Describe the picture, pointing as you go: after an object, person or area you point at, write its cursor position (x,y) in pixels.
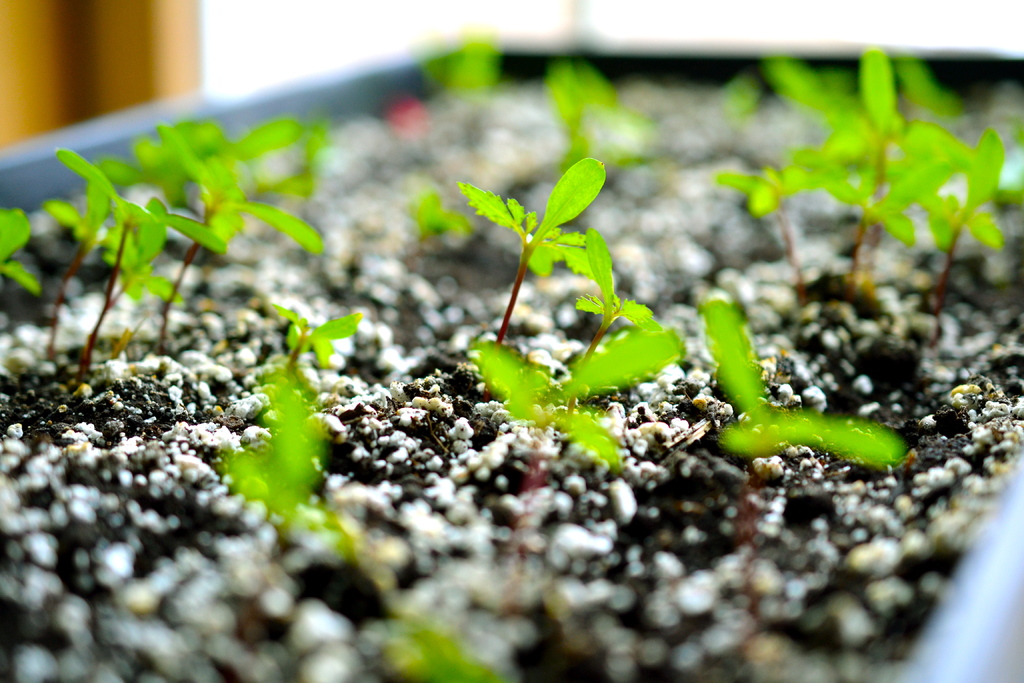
In the center of the image (633,453) there is a flower pot (182,108) and we can see seedlings (274,454) in the pot (196,106).
